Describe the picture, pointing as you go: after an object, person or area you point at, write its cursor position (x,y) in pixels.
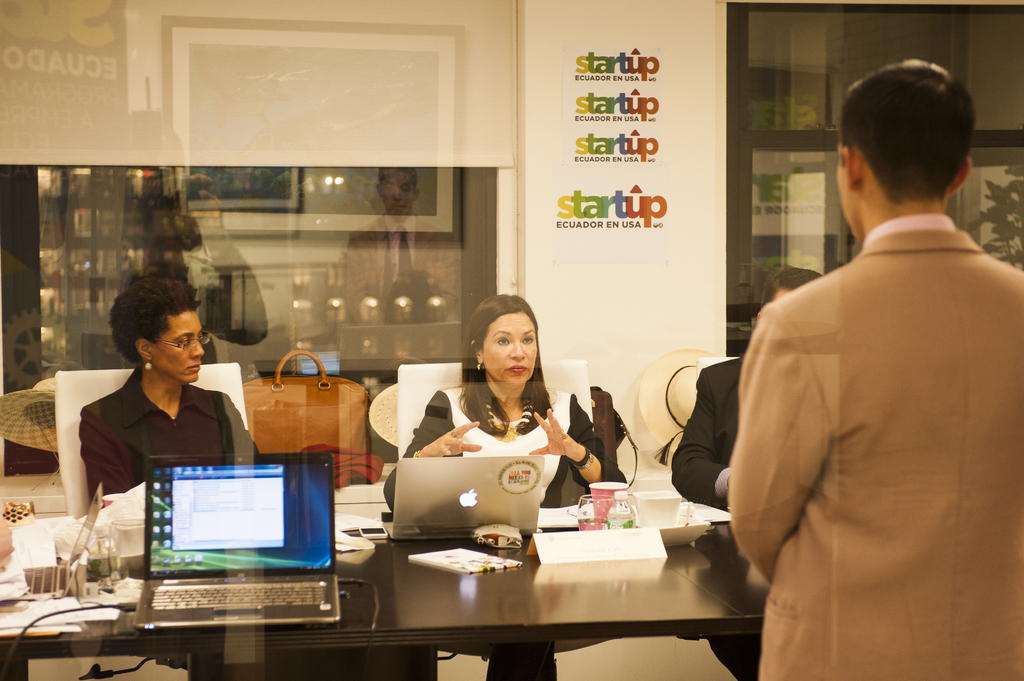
In the picture we can see three people (115,483) are sitting near the desk (715,518), on the desk (715,515) we can see two laptops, water bottle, glass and some things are placed and in front of them we can see a man (963,427) is standing and a woman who is sitting is talking to him and in the background (56,358) we can see a glass windows (793,59) and beside it we can see a wall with a label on it startup.
